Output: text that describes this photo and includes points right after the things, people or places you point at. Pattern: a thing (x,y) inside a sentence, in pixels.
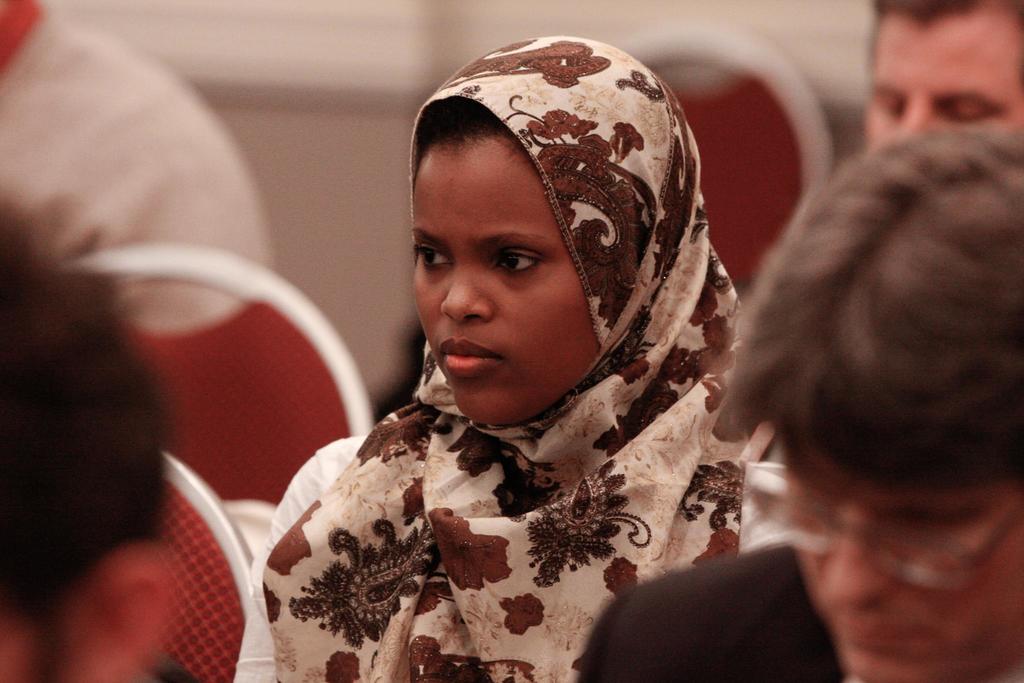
In the foreground of this image (419,440), there are people (606,179) sitting on the red chairs (270,390) and the background (315,21) image is blur.
